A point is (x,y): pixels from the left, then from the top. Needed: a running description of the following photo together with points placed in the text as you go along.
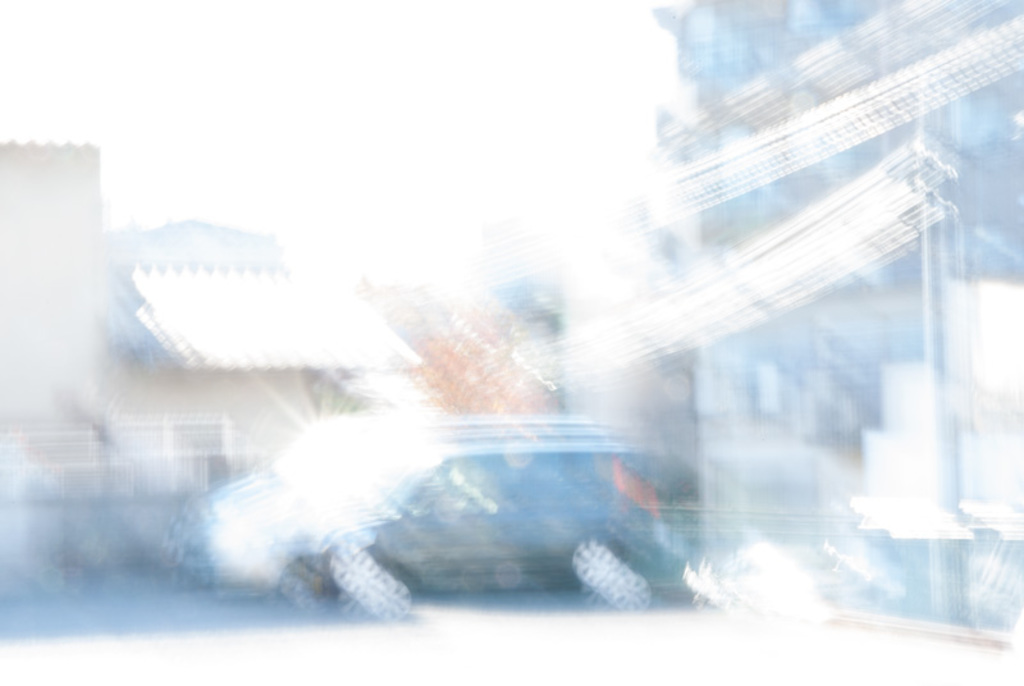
In this image we can see cars (411,541) and some buildings (109,392) and the image is blur.
